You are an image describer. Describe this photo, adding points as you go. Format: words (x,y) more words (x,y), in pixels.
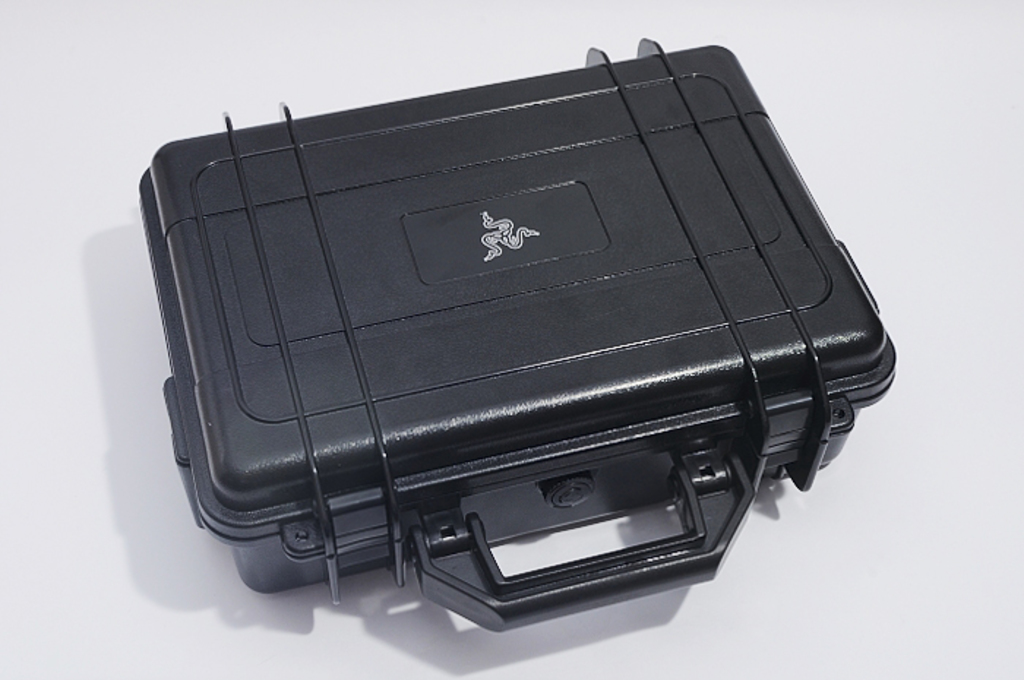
In this picture i can see a white color background (92,181) on the image. And i can see a black color suitcase (366,304) and there is a symbol (490,239) the suitcase (515,225) and that is in white color.
